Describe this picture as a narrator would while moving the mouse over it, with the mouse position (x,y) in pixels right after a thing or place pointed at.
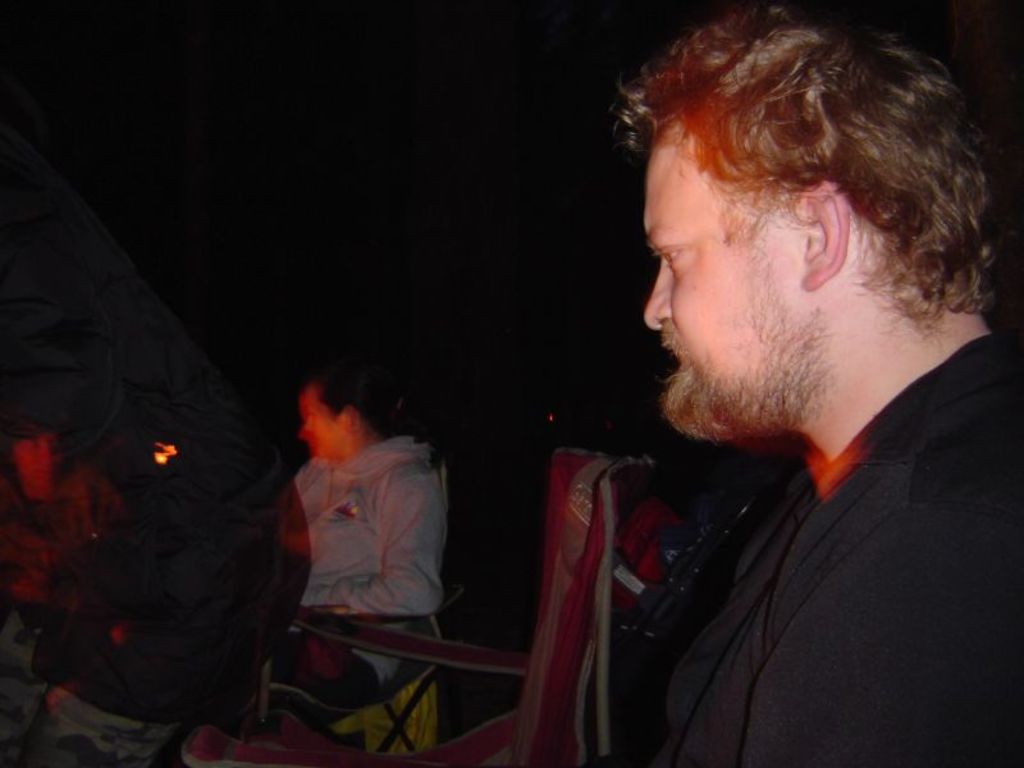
This picture describes about group of people (405,439), few are seated and few are standing.
